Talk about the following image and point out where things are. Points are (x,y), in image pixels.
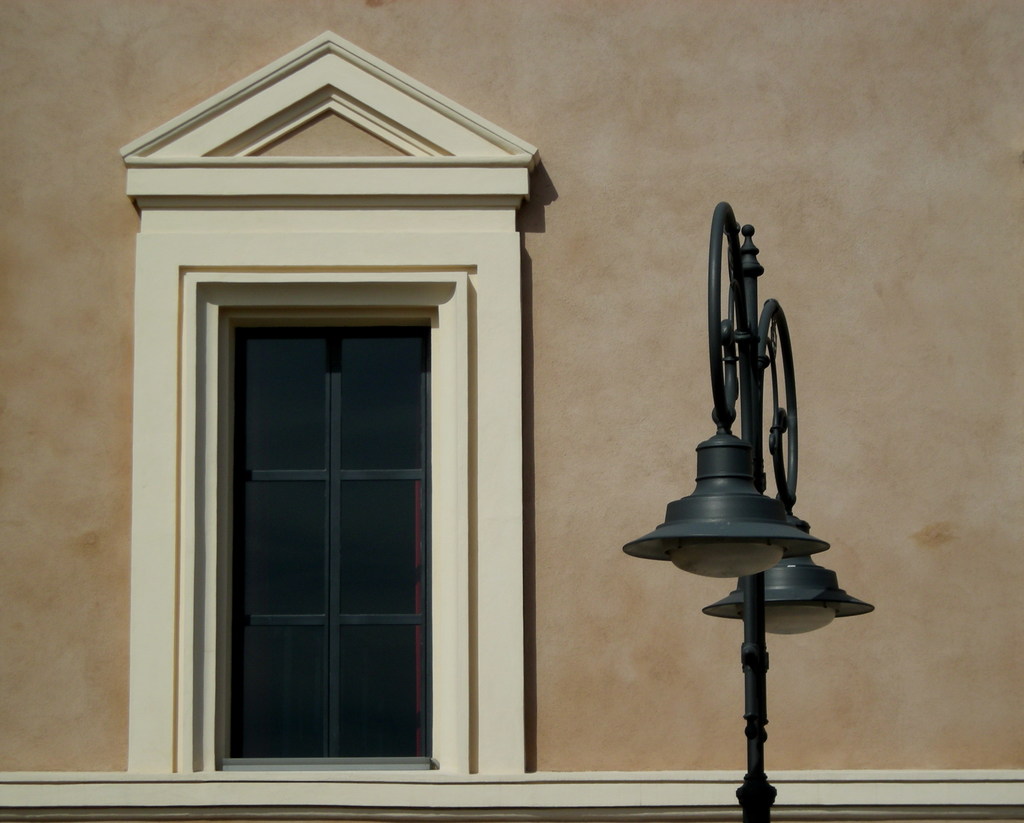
In this image there is a window (361,415) in the middle (365,474). On the right side (744,510) there are two lamps (750,544). Above the window (262,521) there is a wall (614,187).
